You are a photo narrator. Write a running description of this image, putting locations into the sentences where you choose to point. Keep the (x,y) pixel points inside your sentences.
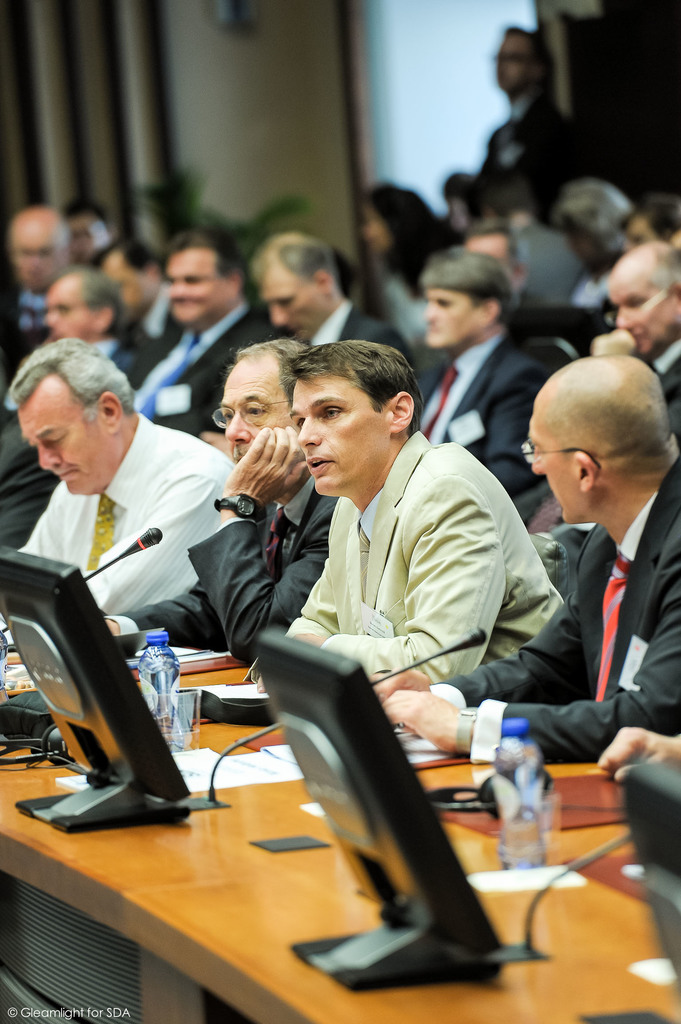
in this image I can see group of people (492,534) sitting on chairs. In front (324,706) I can see systems (328,714), water bottles (524,754), mics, papers (276,760) and some objects (310,839) on the brown color table (270,942). Background (418,57) is blurred.
